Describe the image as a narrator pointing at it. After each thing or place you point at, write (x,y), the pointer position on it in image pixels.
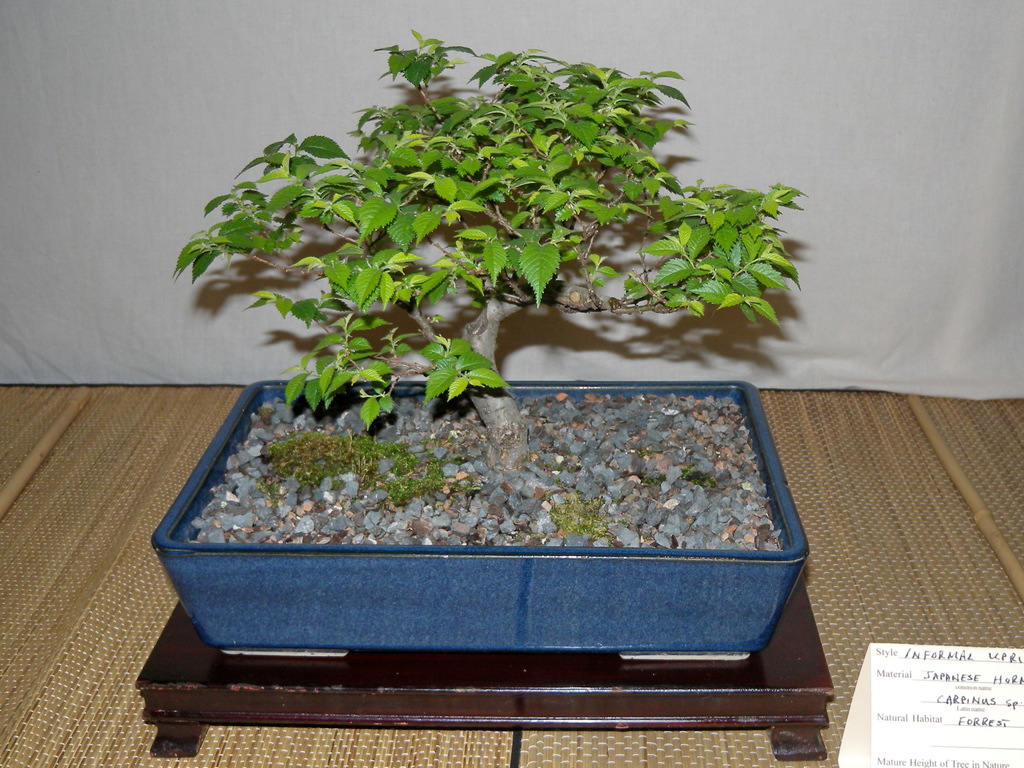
In the image we can see the house plant (489,399) and we can see crystal stones (487,480). Here we can see the mat (833,743) and the paper (944,686).
